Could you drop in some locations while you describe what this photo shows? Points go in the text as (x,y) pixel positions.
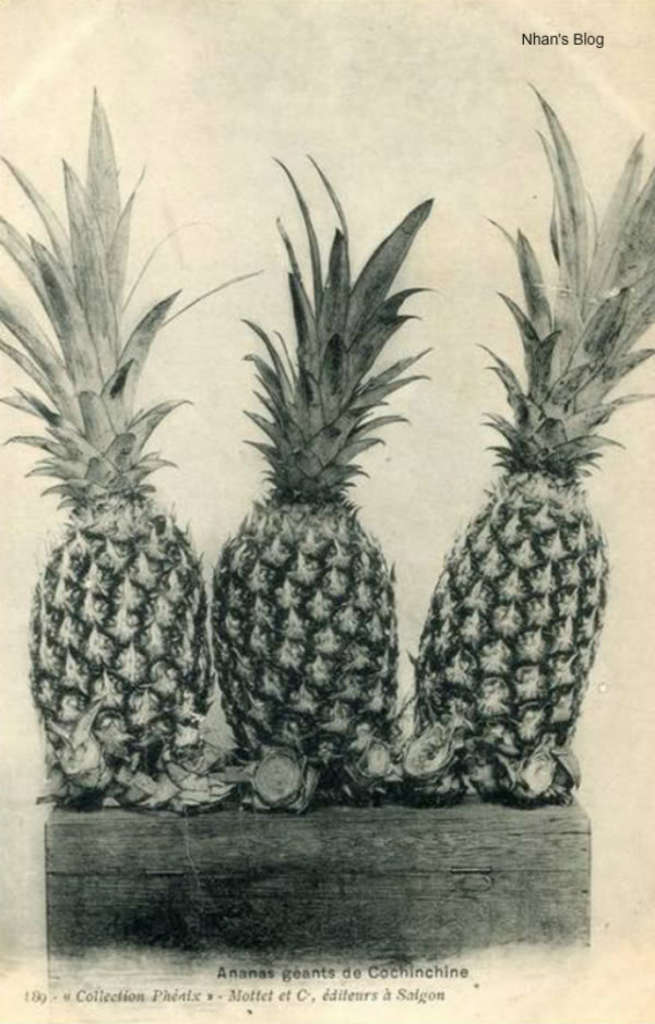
This is a poster. In this poster we can see there is an image of three pineapples (333,670) placed on a wooden table (380,880).
